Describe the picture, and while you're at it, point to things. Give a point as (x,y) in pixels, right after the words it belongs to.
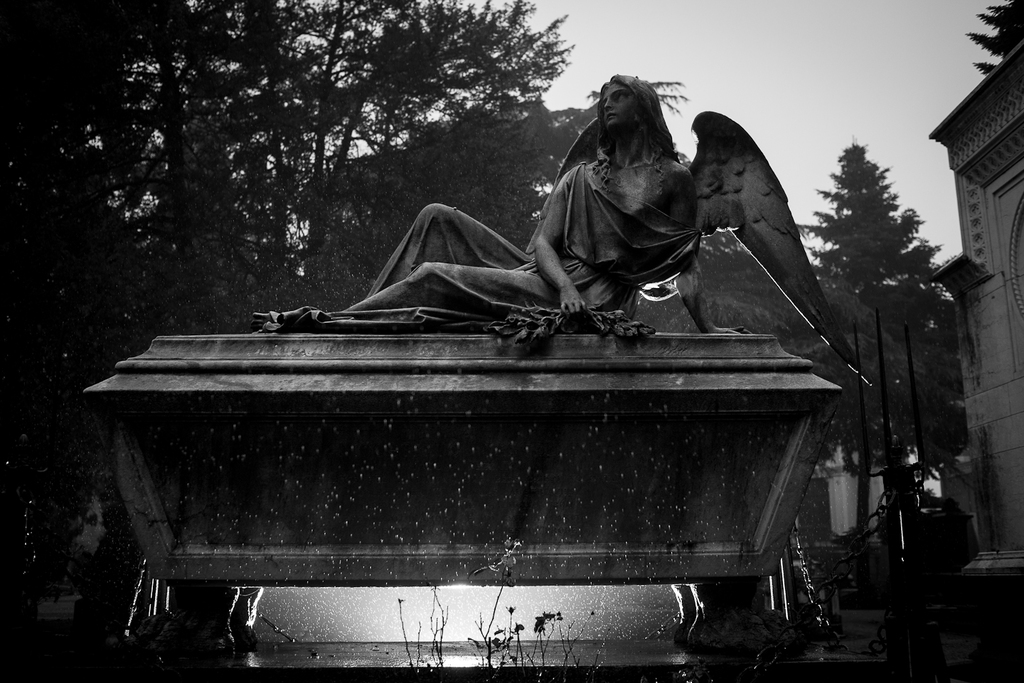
In this picture we can see a statue (625,219) of a woman (551,251) with wings (767,262) and leaned on a stone (642,395). In the background (993,132) we can see trees (538,80), sky (848,94) and a building (985,412), pole (921,431). Here chains (809,608) attached to that stone (696,560).
